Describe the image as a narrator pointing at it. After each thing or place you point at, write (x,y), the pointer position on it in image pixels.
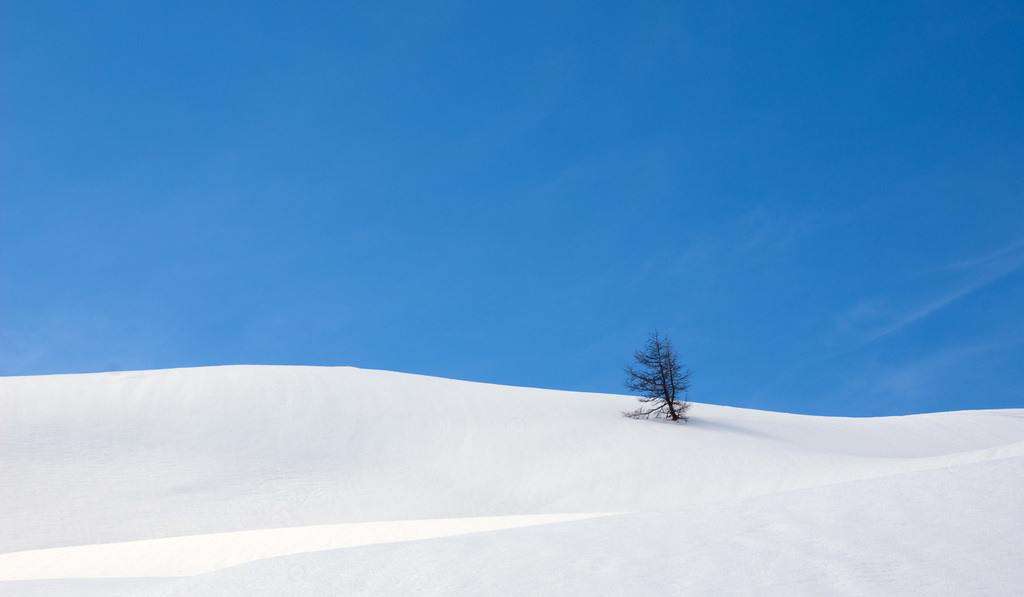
This image is taken outdoors. At the top of the image (245,174) there is a sky (548,221). At the bottom of the image (253,503) there is a snow (355,502). In the middle of the image (673,379) there is a tree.
